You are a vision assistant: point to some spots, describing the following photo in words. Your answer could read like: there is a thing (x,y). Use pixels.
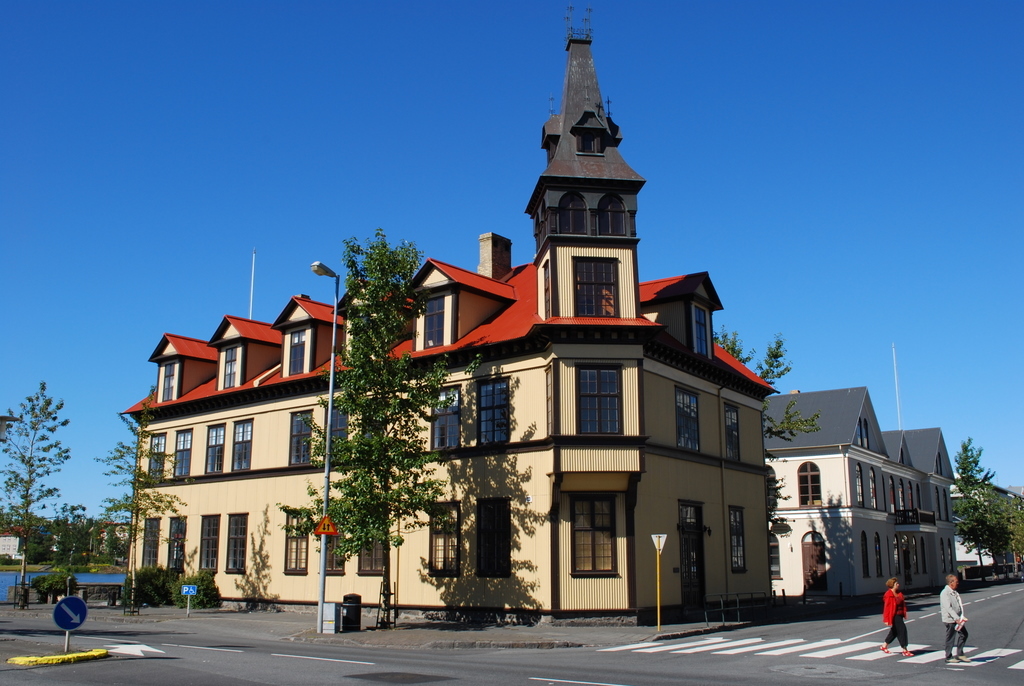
At the bottom of the image (225,647) there is a road (157,667). On the road (167,642) there are zebra crossings (797,644). There are two people (891,615) crossing the zebra crossing (740,651). There are poles (66,650) with sign boards (67,619). Behind them there is a footpath (476,628) with poles (321,606) and trees (395,539). And also there is a bin (352,625). There is a building (672,467) with walls (641,492), windows (589,502), roofs (522,309) and also there are pipes (845,464). At the top of the image (402,125) there is a sky (250,233).
